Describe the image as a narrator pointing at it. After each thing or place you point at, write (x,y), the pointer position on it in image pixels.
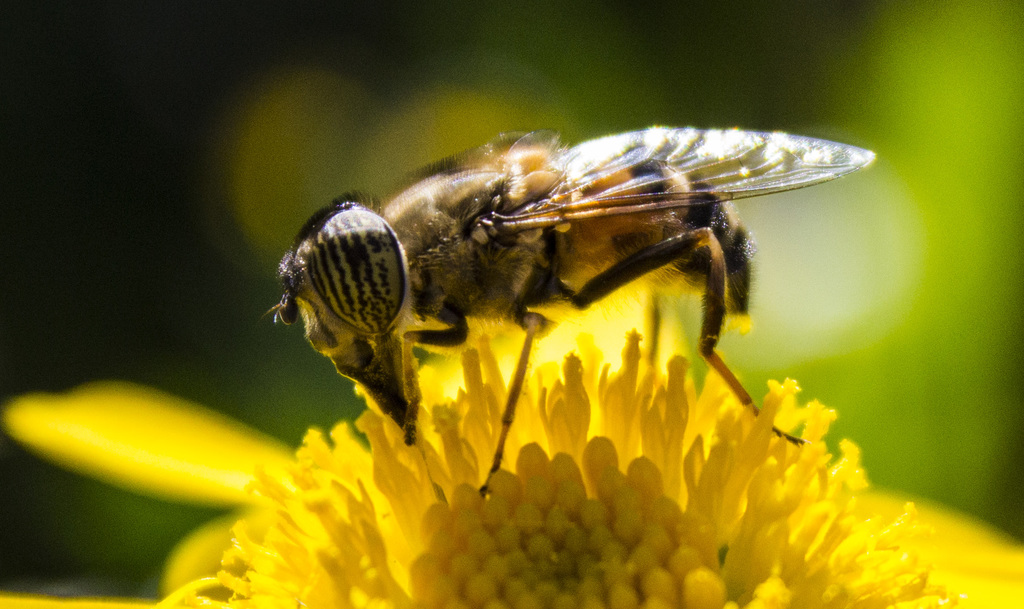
In this image in the front (519,262) there is an insect (527,266) on the flower (518,485) and the background (60,186) is blurry.
